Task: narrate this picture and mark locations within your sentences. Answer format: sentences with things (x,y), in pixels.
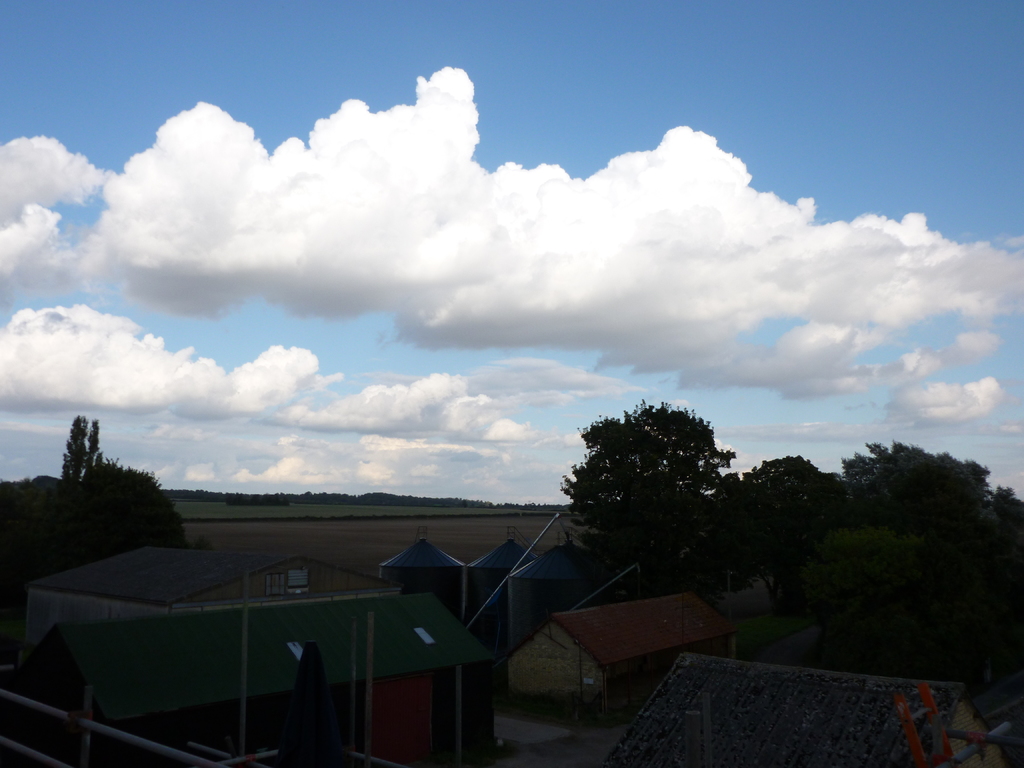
In the image I can see trees (593,547), houses (481,646) and some other objects (470,630). In the background (419,286) I can see the sky (369,293).
